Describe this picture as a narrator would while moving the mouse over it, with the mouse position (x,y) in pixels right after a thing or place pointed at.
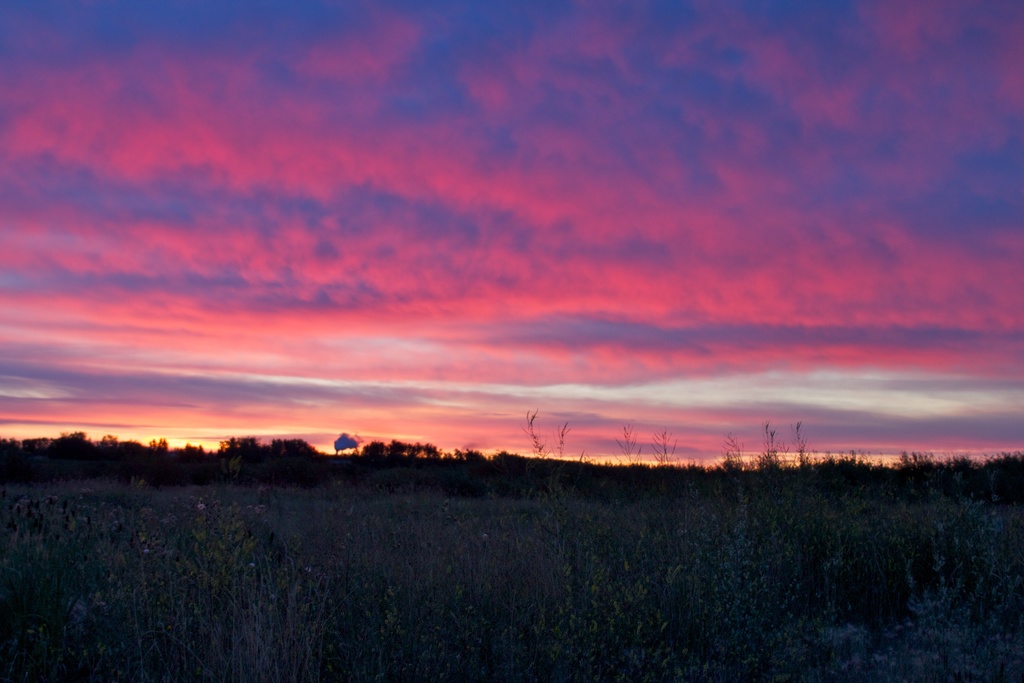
In the center of the image (393,451) we can see the trees (480,461). At the bottom of the image (375,611) we can see the plants (269,552). At the top of the image (298,182) we can see the sunset (389,333) and clouds (554,186) are present in the sky (378,245).
